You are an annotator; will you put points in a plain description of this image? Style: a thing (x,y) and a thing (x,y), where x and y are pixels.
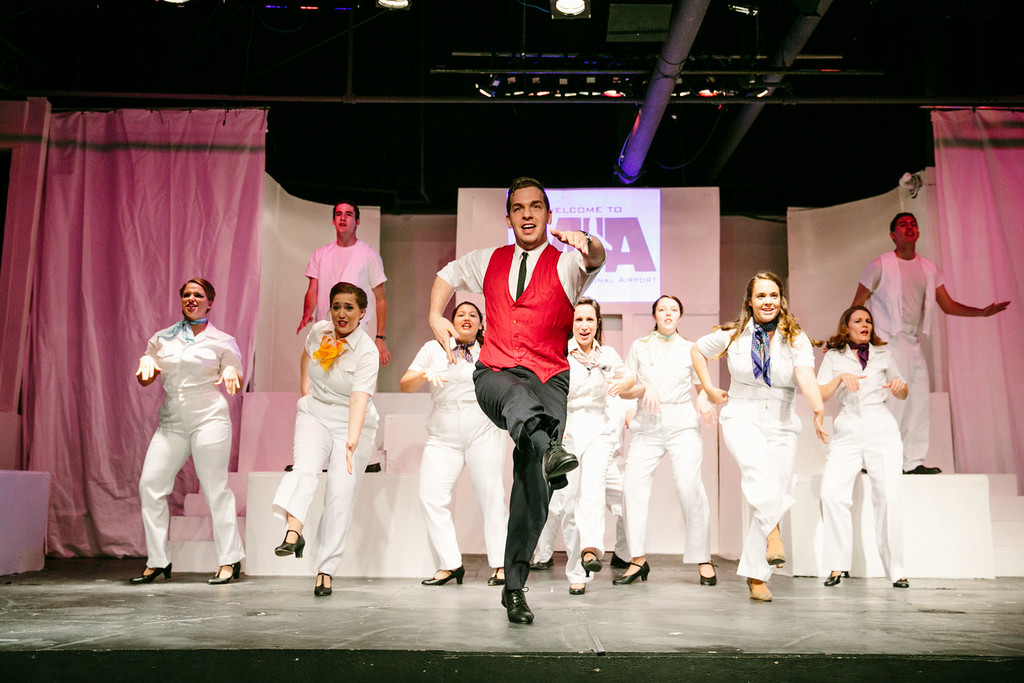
In this picture I can see a number of people (438,406) dancing on the surface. I can see curtains (42,378) on the both left (93,402) and right sides. I can see the screen (642,268). I can see light arrangements (491,90) on the roof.
